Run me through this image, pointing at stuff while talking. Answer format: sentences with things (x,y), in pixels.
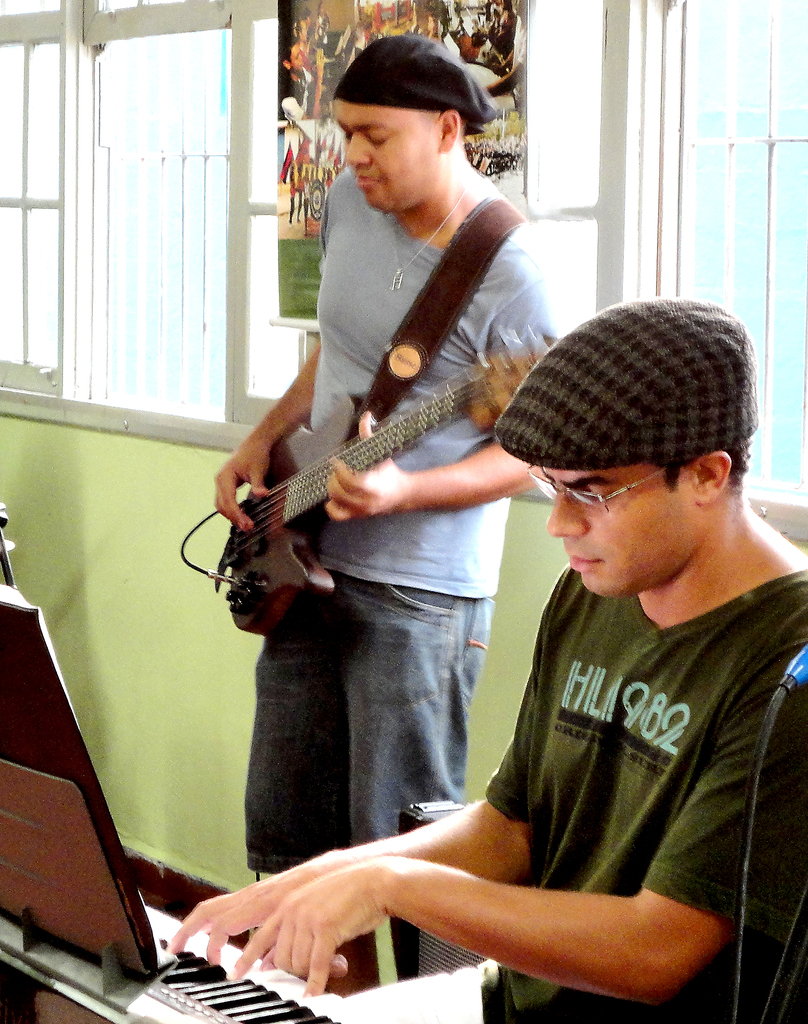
In this picture we can see a man (460,454) who is playing guitar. He wear a cap (387,80). Here we can see a man (459,833) who is playing piano (192,973). On the background (158,625) there is a wall (105,569) and this is window (230,205).
